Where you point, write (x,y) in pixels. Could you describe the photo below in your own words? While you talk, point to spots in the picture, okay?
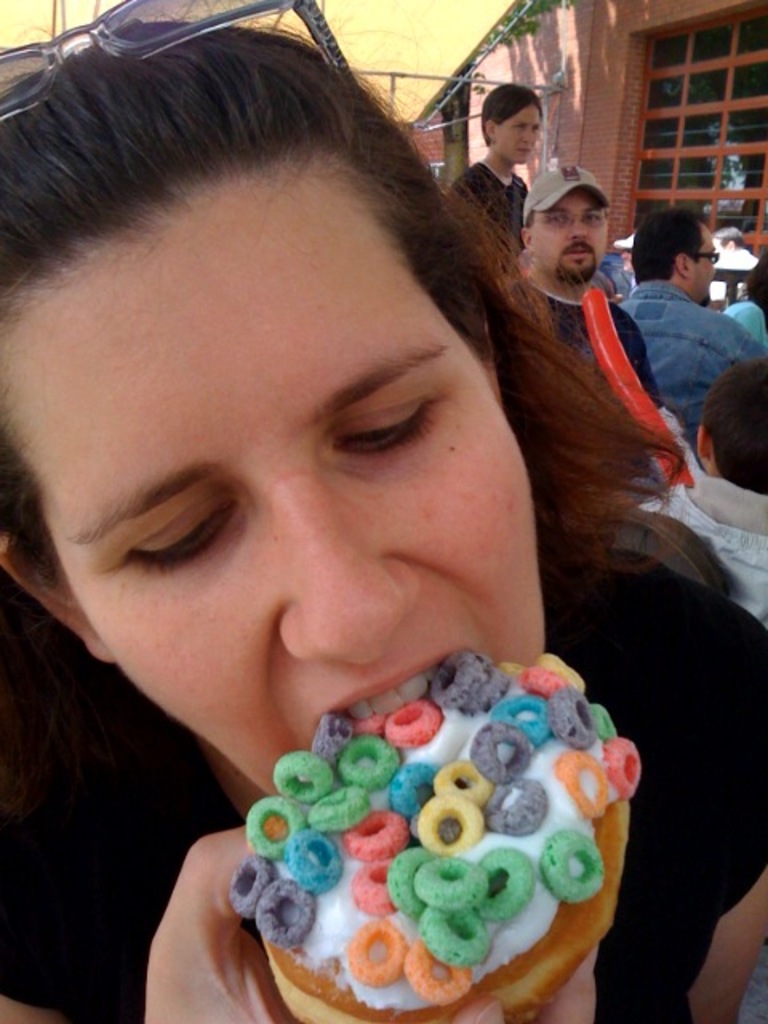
In this picture we can see a person (125,857) eating a donut (388,938). Few people (522,104) and a building (661,164) is visible in the background (718,117).
